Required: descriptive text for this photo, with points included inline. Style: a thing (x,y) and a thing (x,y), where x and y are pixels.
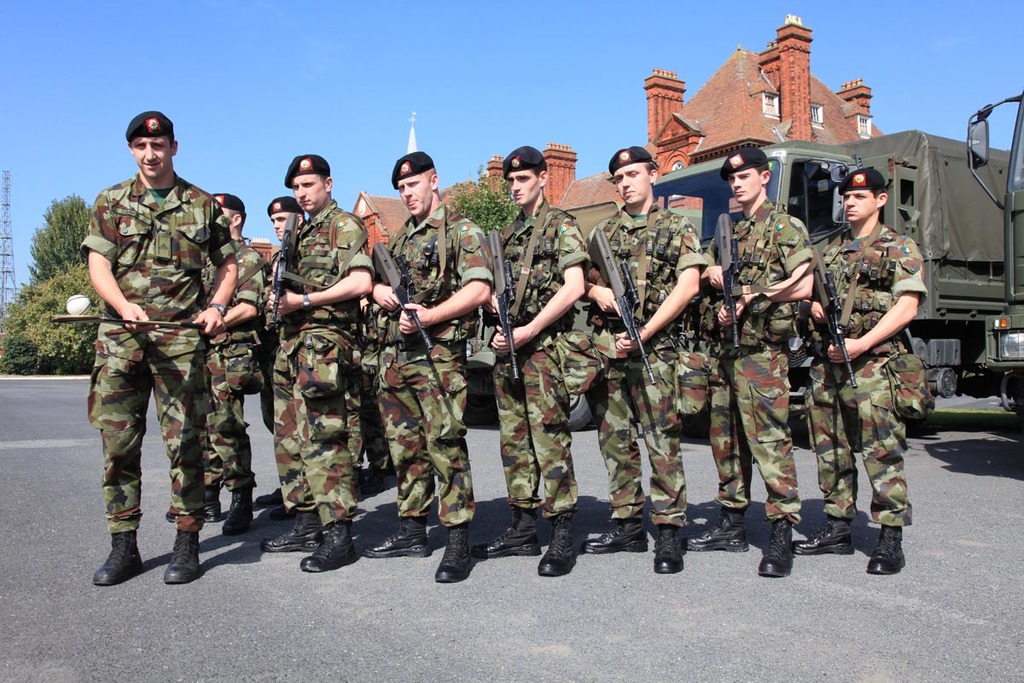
This picture is clicked outside. In the center (530,403) we can see the group of people (189,215) wearing uniforms (196,226), holding rifles (830,303) and standing on the ground (644,587). On the right (970,208) we can see the vehicles (926,349) parked on the ground (816,477). In the background (710,128) we can see the sky (233,101), buildings (708,125), trees (68,234), plants (74,285) and some other items (7,243).
